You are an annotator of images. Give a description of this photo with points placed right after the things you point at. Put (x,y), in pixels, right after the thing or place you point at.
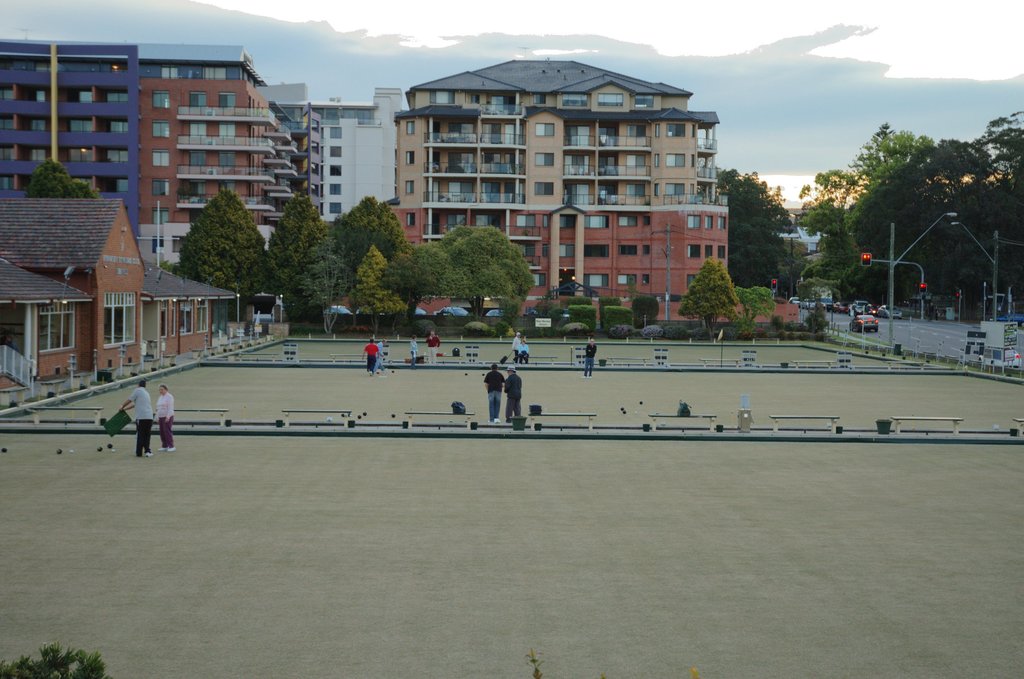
There are people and other objects (624,408) are present on the ground (349,352) as we can see in the middle of this image (620,373). We can see trees (444,257), buildings (122,293) and poles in the background (492,262) and the sky (719,99) is at the top of this image (642,64).
